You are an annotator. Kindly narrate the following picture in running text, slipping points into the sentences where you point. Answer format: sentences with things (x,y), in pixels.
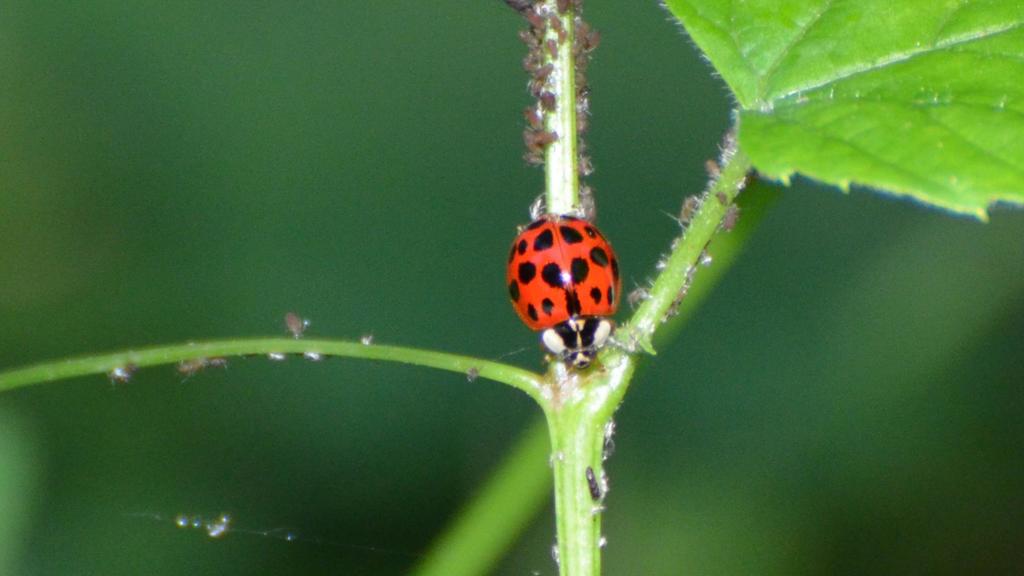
In this image, I can see a ladybird beetle (549,275) on the stem (555,211). This is a leaf (849,79), which is green in color. The background (355,199) looks blurry.
